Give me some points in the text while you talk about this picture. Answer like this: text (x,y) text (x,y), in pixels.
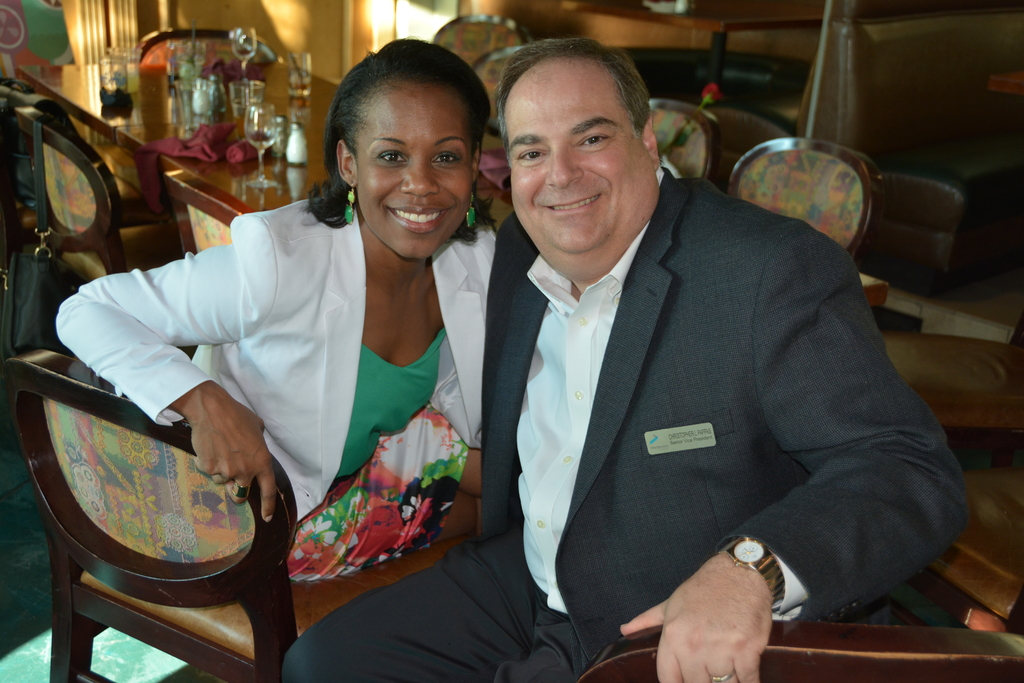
In this image i can see a man (501,238) and a woman (332,233) sitting on the chair (186,496). At the background (299,76) there is a wall (308,27), few glass (299,76) on a table (246,179).
